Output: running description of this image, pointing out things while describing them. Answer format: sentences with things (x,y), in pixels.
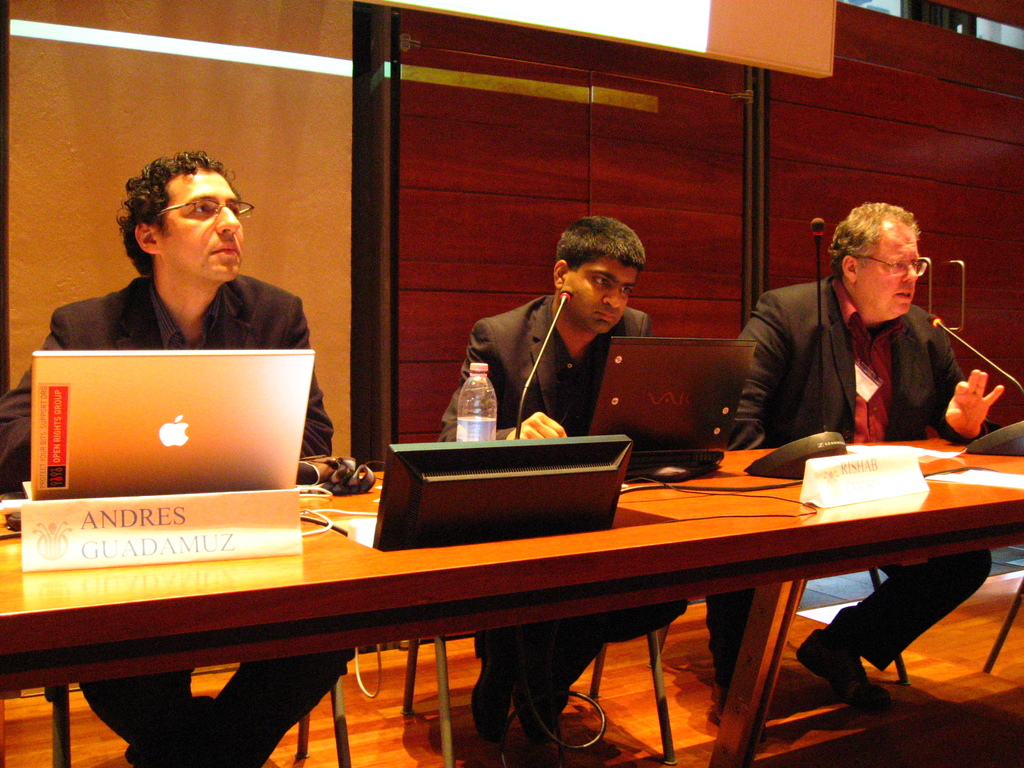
In this image I can see there are three people (591,300). In front of them there is a laptop (231,396), bottle (487,398) on the table (676,552).
